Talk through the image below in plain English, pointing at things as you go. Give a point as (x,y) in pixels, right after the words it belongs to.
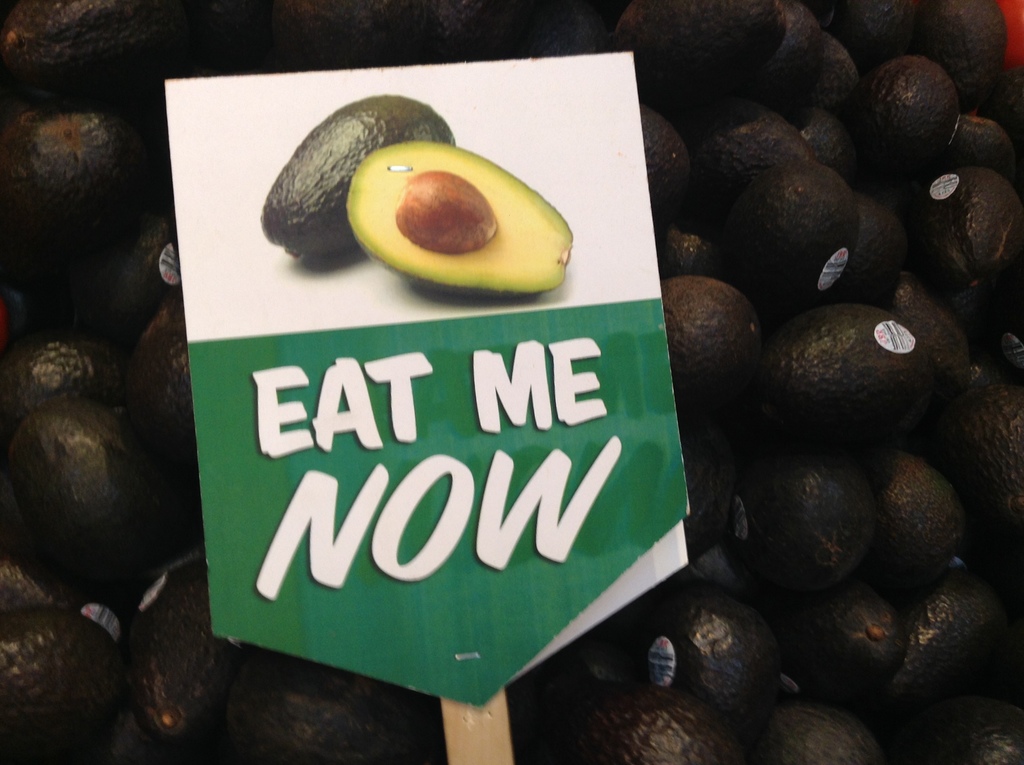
In the foreground (385,213) there is a board (393,394), on the board (415,467) there is a fruit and text (364,409). In the center of the picture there are avocados (630,637).
